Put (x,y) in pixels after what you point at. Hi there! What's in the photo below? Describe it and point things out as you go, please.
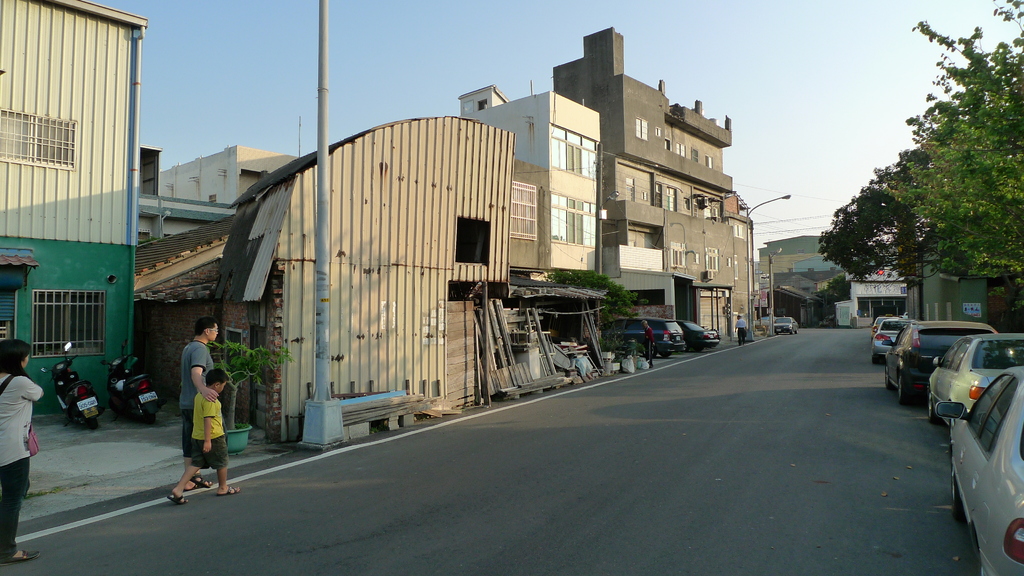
This is an outside view. Here I can see few cars (689,335) on the road (799,384). On both sides of the road (796,394) there are buildings (685,289) and light poles (327,314). On the right side (920,195) there is a tree (987,153). On the left side (75,394) there are two bikes (92,406) in front of a building (86,270) and few people (26,462) are walking beside the road (159,492). At the top of the image (751,68) I can see the sky (659,74) in blue color.
